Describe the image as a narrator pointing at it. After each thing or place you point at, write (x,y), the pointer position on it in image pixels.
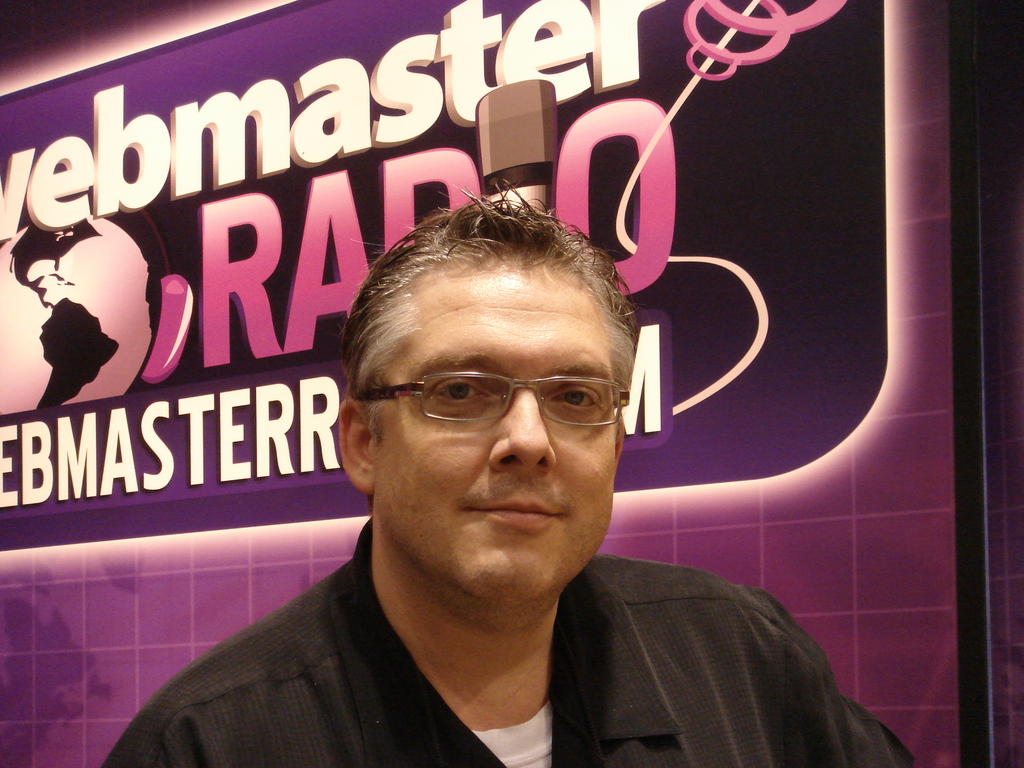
In the center of the image (493,369) we can see a man (583,563) is wearing a black shirt (624,627), spectacles (469,412). In the background of the image (636,457) we can see the board (619,245). On the board (619,245) we can see the text (668,220).
